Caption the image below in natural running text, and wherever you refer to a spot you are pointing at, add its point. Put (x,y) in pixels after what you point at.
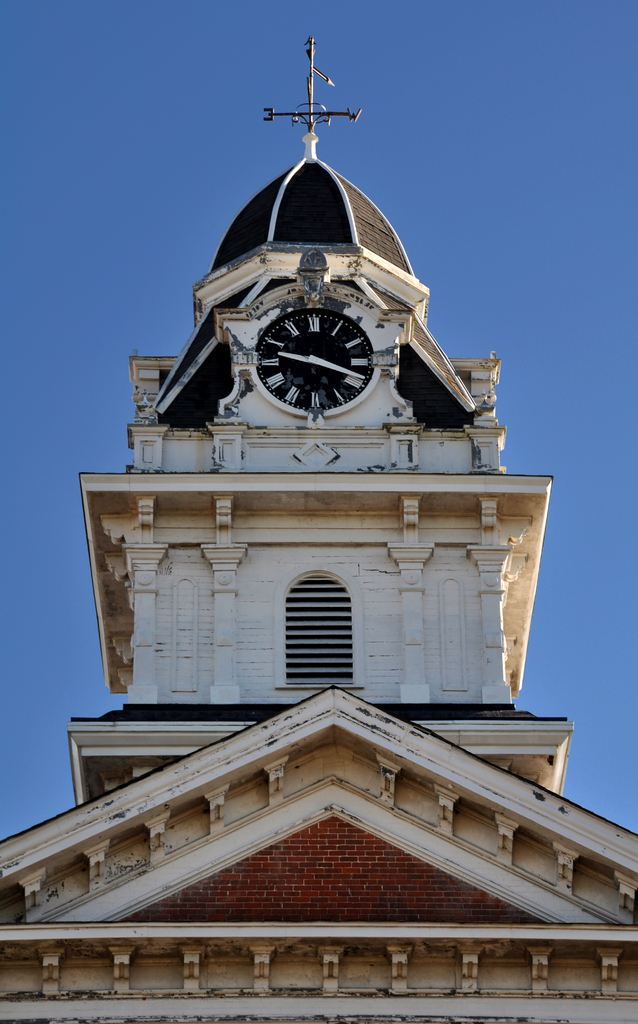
In the foreground of the picture (302,381) there is a building (175,827). In the center of the picture (304,355) there is a clock (324,342). At the top (278,114) there is a compass (304,118). In the background (122,147) it is sky (589,360).
